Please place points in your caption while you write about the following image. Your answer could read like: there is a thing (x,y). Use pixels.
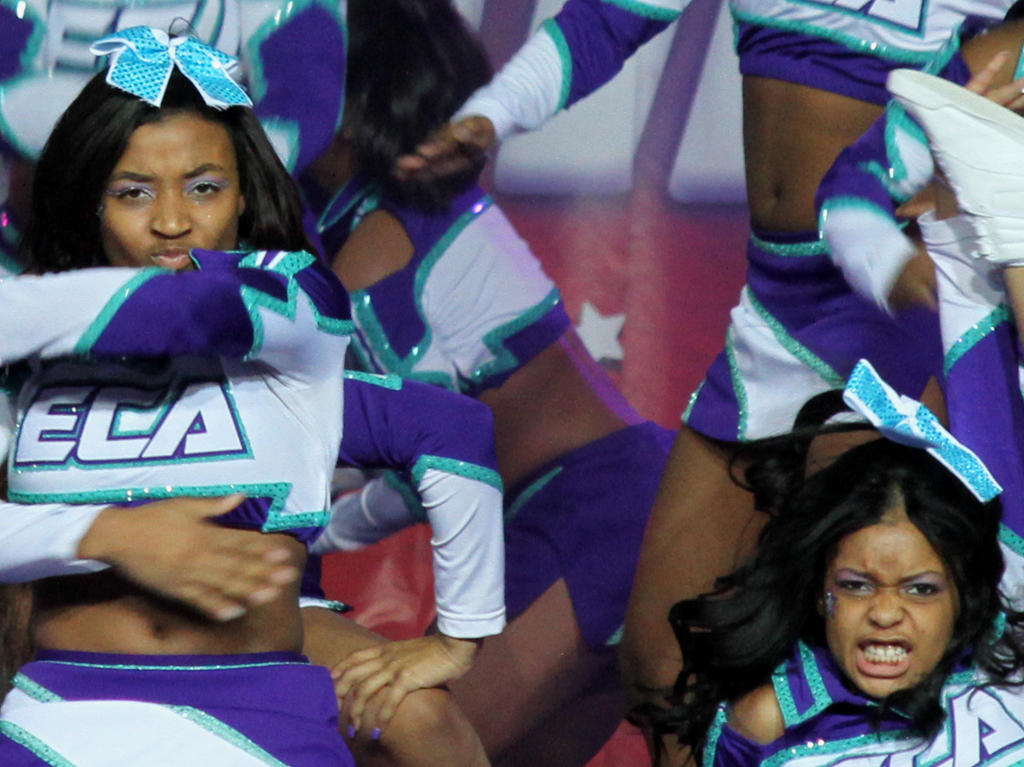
In this image I can see few women (31,187) wearing same dresses (375,415) and dancing.
